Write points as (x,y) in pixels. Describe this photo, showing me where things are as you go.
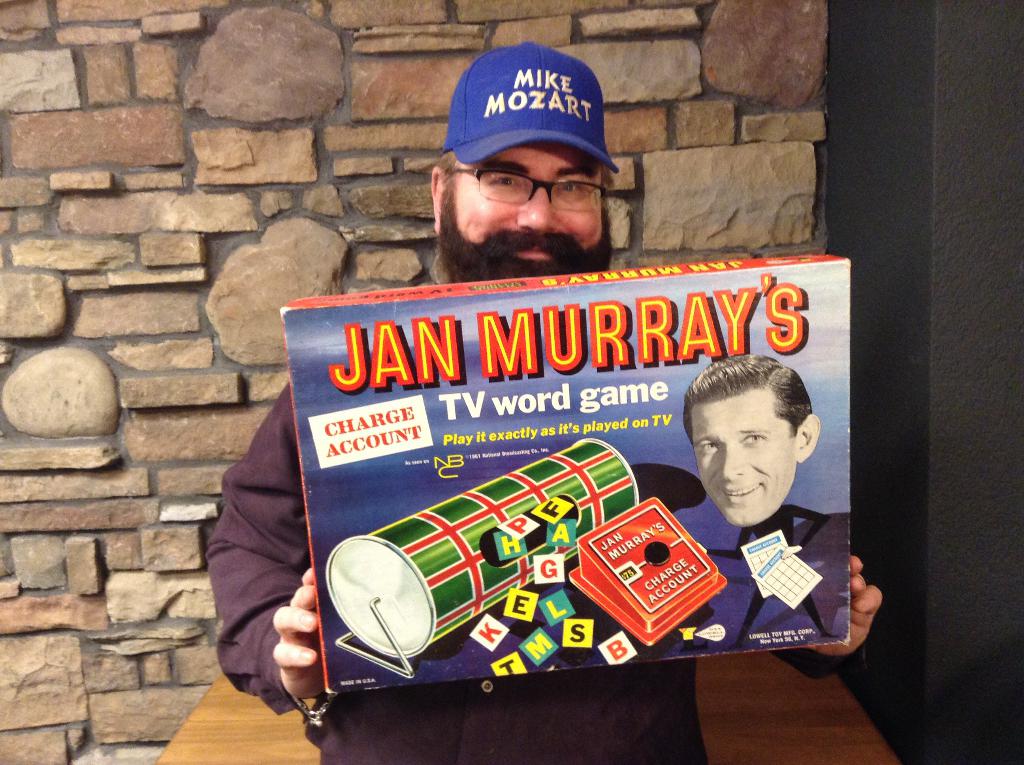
In the image there is a man (456,219) holding a box (833,450), he is wearing blue cap (532,124) and specs (549,184). Behind him there is a table (233,721) in front of the wall (169,137).
